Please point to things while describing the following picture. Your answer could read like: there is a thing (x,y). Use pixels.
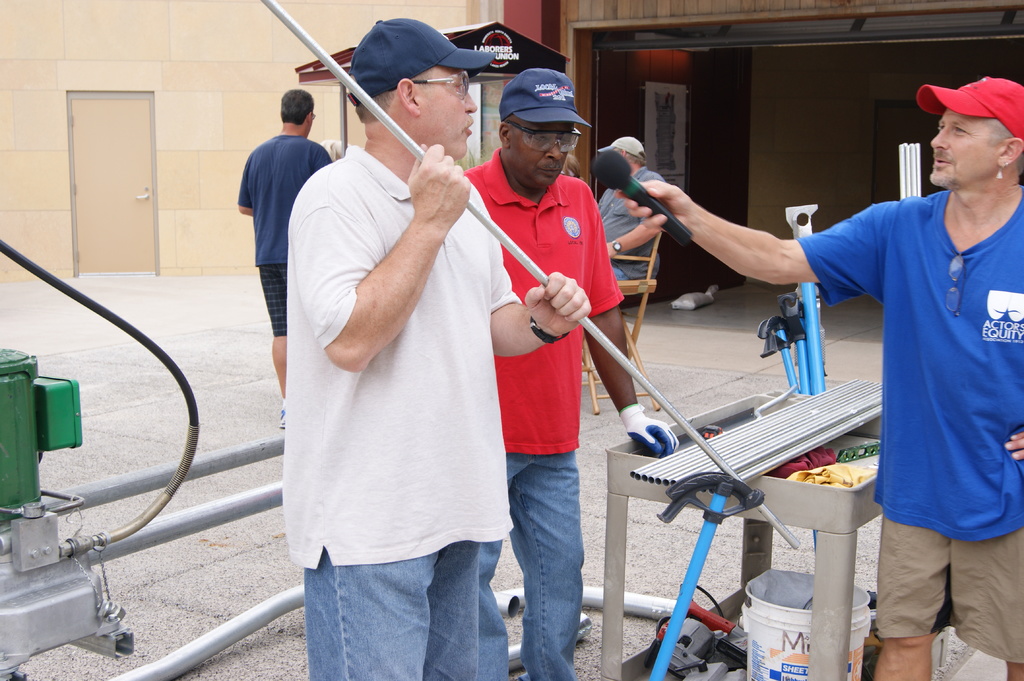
In the center of the image (466,241) we can see two men (493,276) standing. In that a man (398,171) is holding a rod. On the right side (991,523) we can see a person (1004,495) holding a mic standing beside a table (873,492) containing some rods (853,414). We can also see a bucket (763,657) and some tools (739,659) under a table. On the left side (48,529) we can see machine (75,536) with a wire (15,251) and rods (191,524). On the backside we can see some people (647,264). In that a person (632,278) wearing a cap (631,144) is sitting on a chair (646,287). We can also see a tent (480,77), a poster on a wall (631,128) and a door (147,262).
